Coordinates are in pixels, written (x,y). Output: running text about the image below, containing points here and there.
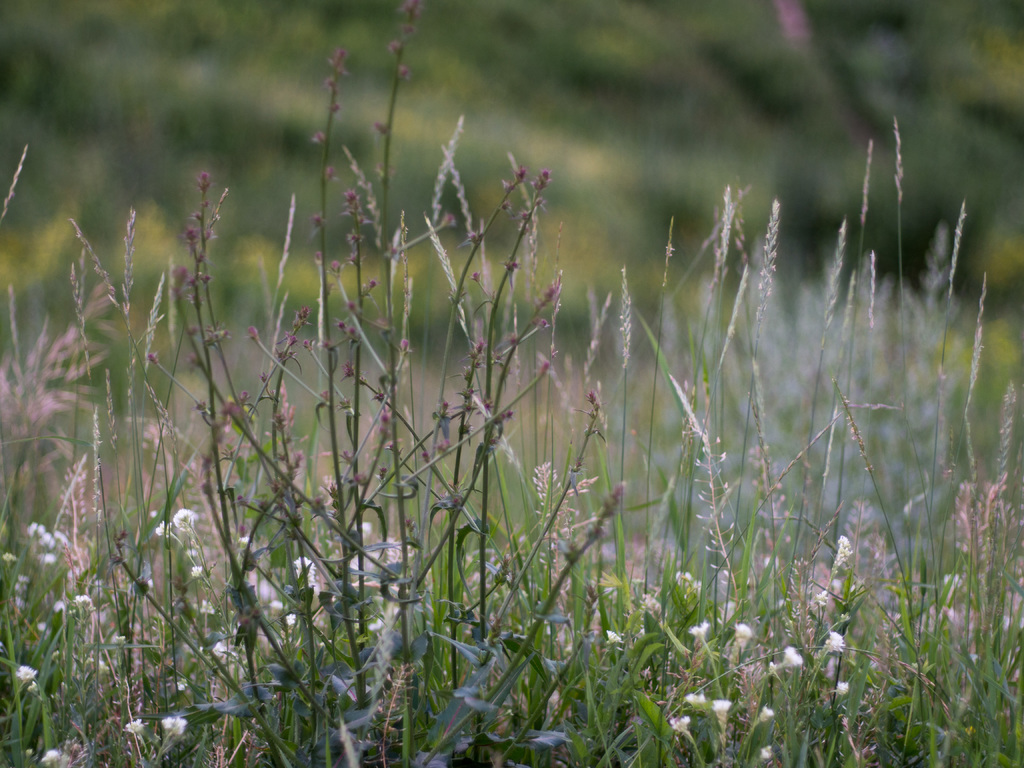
In the foreground of the picture (611,466) there are plants (643,605). The background (96,166) is blurred. In the background (341,88) there is greenery (755,228).
